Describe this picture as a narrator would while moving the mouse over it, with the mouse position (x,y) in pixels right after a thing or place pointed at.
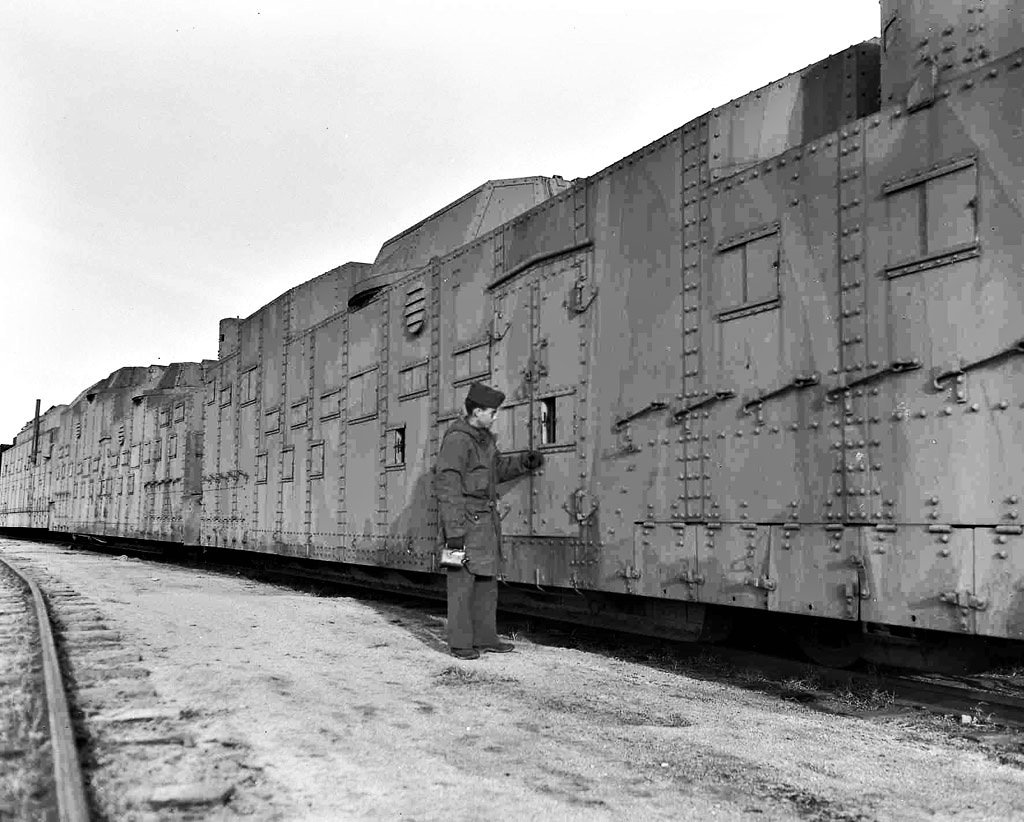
This looks like a black and white image. I can see a person (449,571) standing. This looks like a train (115,452), which is on a railway track (977,707). This looks like a pathway (201,636).
